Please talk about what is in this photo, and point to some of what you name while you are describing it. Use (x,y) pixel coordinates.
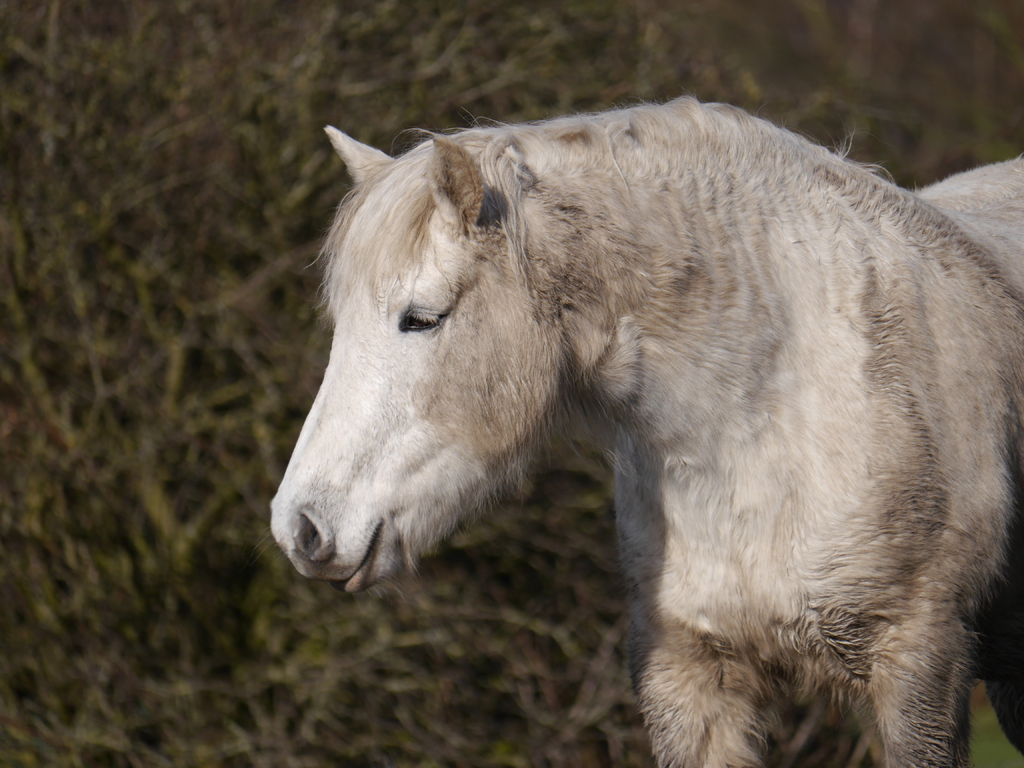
In this picture I can see an animal (517,337) in white color. It looks like a horse (647,356).
